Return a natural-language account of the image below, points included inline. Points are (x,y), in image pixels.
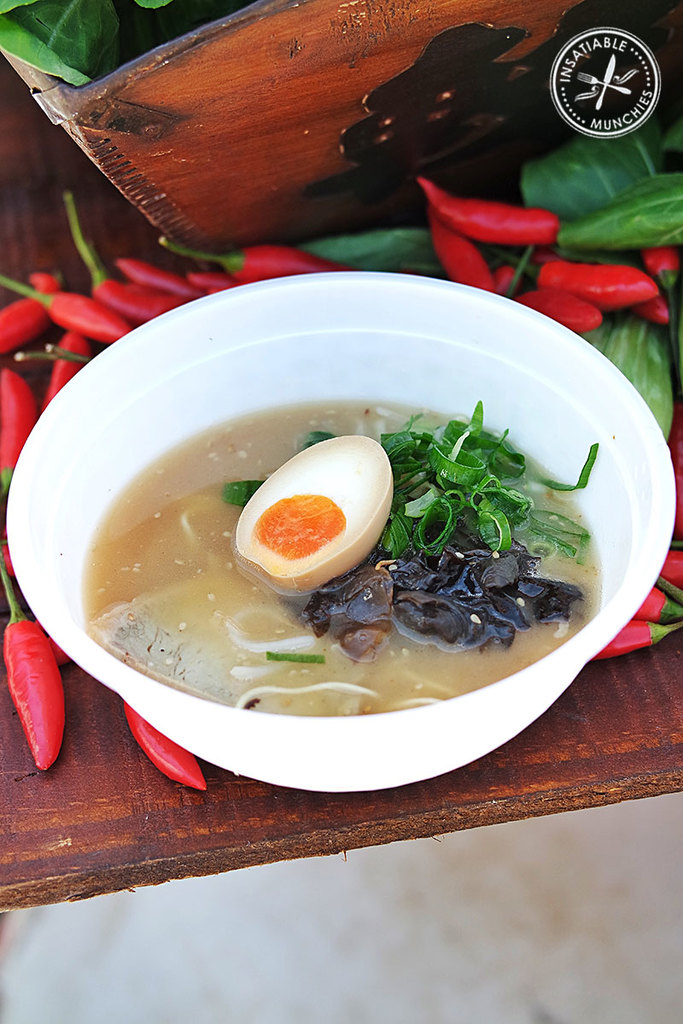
In this image I can see food (313,478) is inside the white color bowl (355,277). We can see red chilies (443,251) and green color leaves (625,219) on the brown color table (528,799).
